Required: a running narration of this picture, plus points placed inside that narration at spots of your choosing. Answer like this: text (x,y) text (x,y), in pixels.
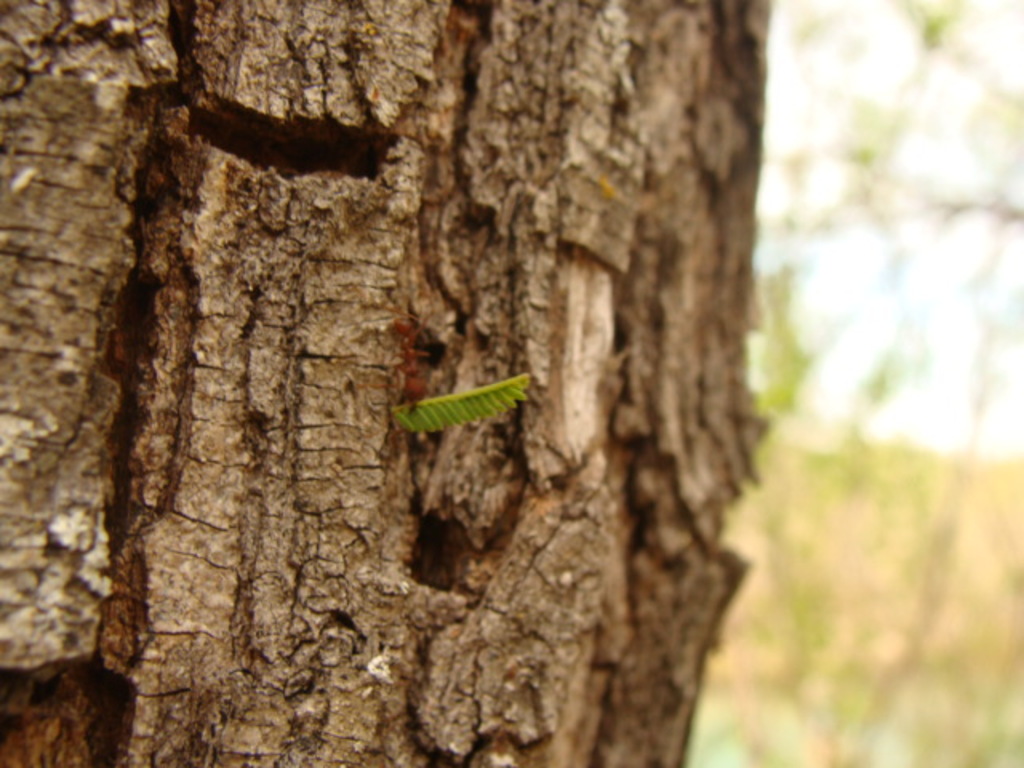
In this image I can see a tree (348,446) which is brown and green in color and I can see the blurry background (944,378) In which I can see few trees (831,487) and the sky (864,249).
